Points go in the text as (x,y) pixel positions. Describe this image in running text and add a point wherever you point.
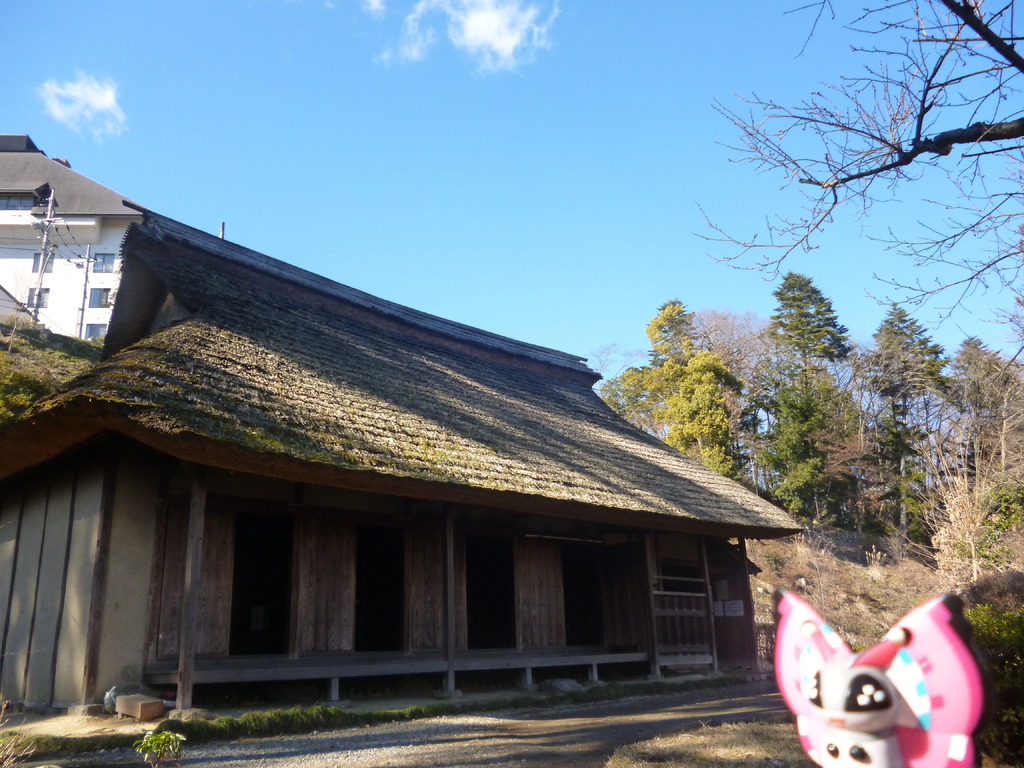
This is an outside view. On the left side (71,428) there is a building (346,424). On the right side (907,456), I can see the trees (884,464). In the bottom right (820,704) there is a pink color toy (822,695). At the top (383,104), I can see the sky (468,56) and clouds (464,42).
